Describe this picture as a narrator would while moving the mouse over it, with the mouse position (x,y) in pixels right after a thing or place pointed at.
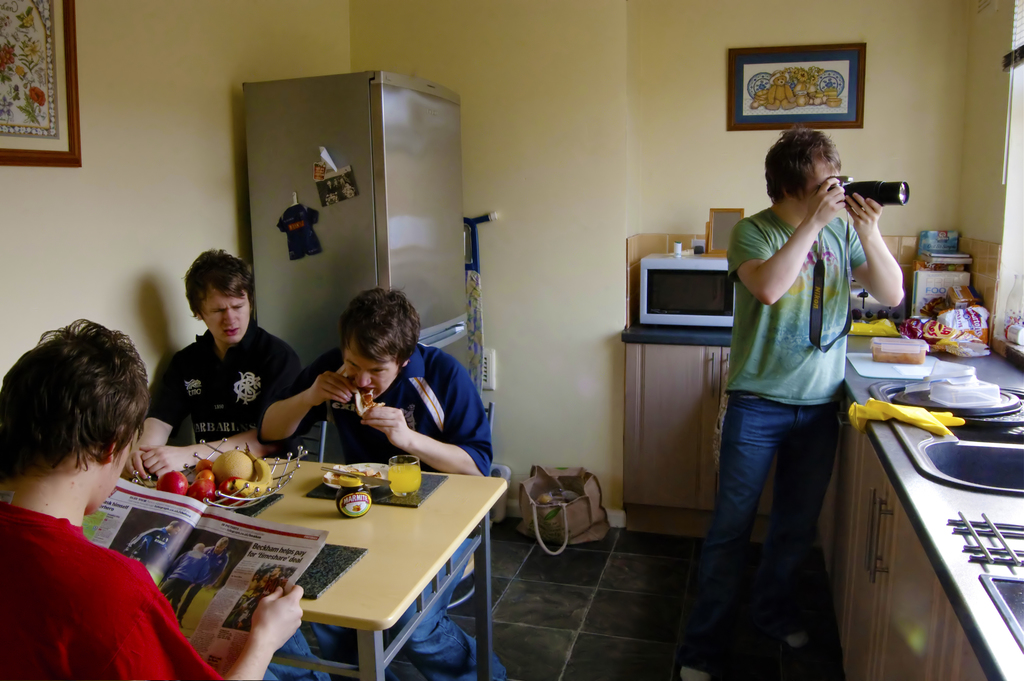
There are four members (236,406) in this room (731,302). Three of them were sitting around a table (429,526) on which some food (255,481) is placed. One guy (64,523) is reading news paper (172,589). The fourth guy (767,423) is taking a photograph with his camera (854,185). There is a refrigerator (355,242) and a wall (530,142) in the background (662,158).
